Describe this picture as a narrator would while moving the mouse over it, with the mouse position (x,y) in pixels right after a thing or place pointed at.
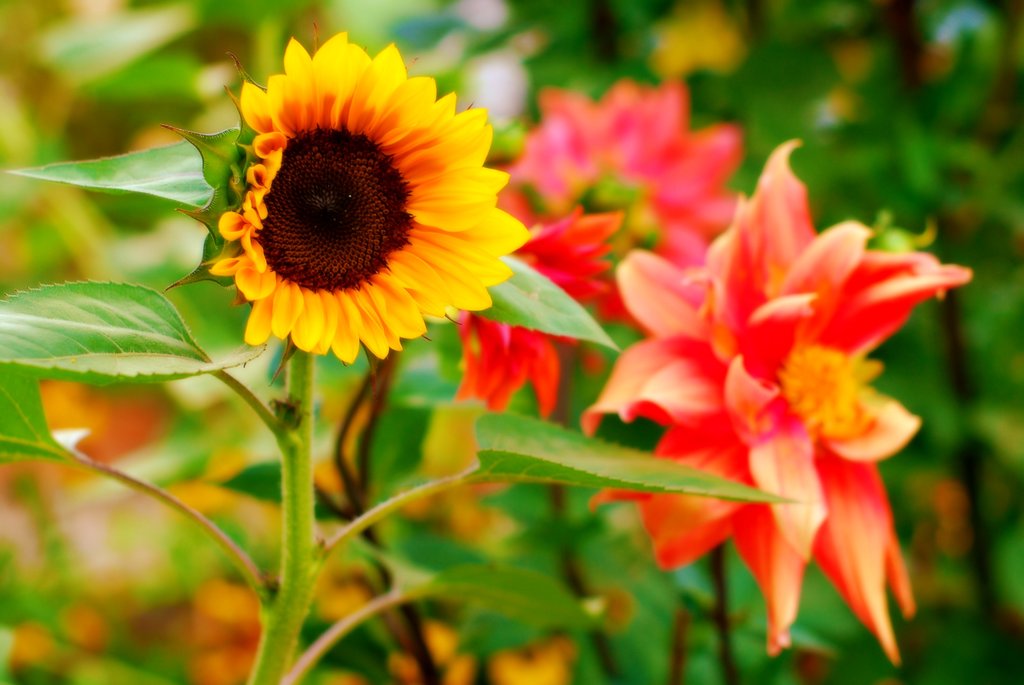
This is the picture of a plant (667,498) to which there are some flowers (799,387) which are in yellow and orange color.
